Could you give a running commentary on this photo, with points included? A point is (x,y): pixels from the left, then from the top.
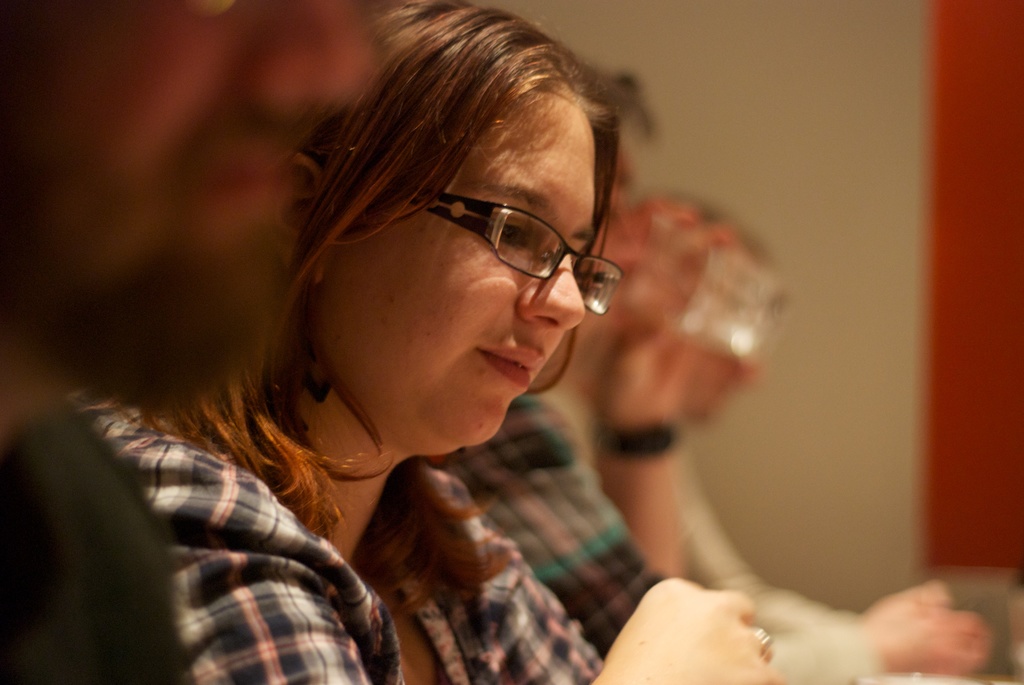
In this picture I can see a woman (424,148) in front (492,55) and I see that she is wearing spectacle (559,256) and I can see people (134,269) who are blurred. In the background (846,311) I can see the wall (854,353).
